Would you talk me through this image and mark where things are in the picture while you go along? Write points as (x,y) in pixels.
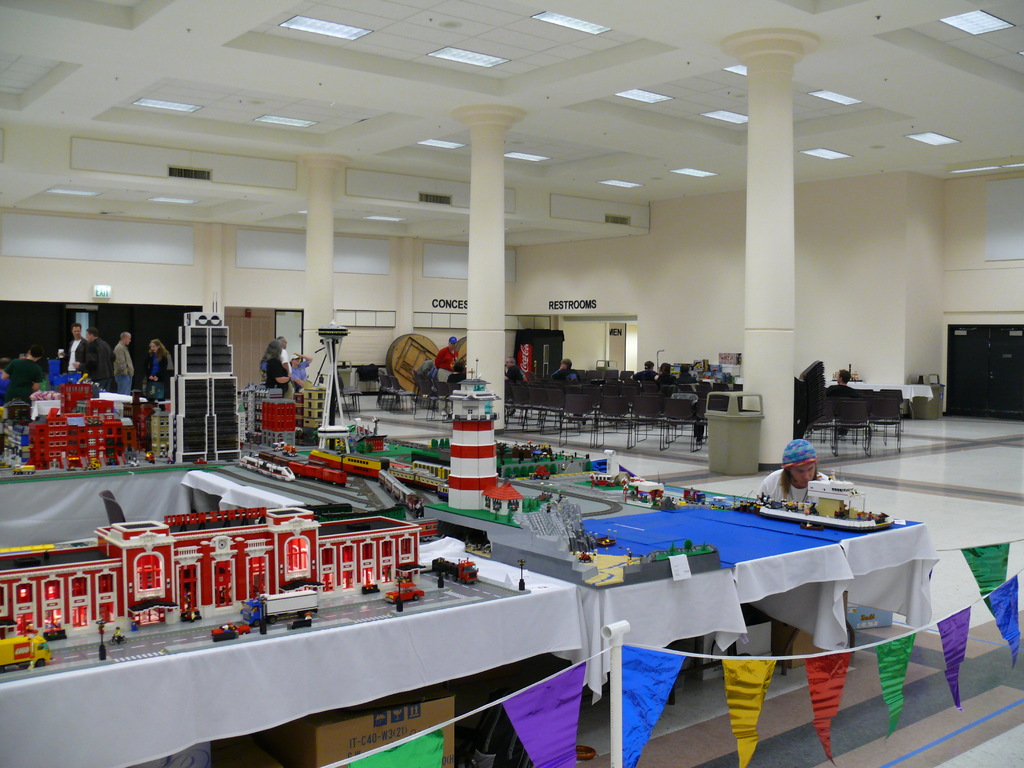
In front of the image there are miniature buildings (293,568), towers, trains (314,513) and cars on a table (552,542), beside the table (732,525) there is a person (773,491) sitting, behind the table (452,626) there are a few people (160,360) standing and there are a few other objects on the floor (405,431), on the other side of the table (457,460) there are pillars (776,355) and there are a few people (661,385) sitting in chairs (596,382), in the corner of the room (550,387) there is a vending machine (530,369). On the right side of the image (957,358) there is a closed wooden door (970,370), at the top of the image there are lamps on the ceiling (323,11) and there are a few decorative flags (745,694) hanged with the rope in front of the image.
